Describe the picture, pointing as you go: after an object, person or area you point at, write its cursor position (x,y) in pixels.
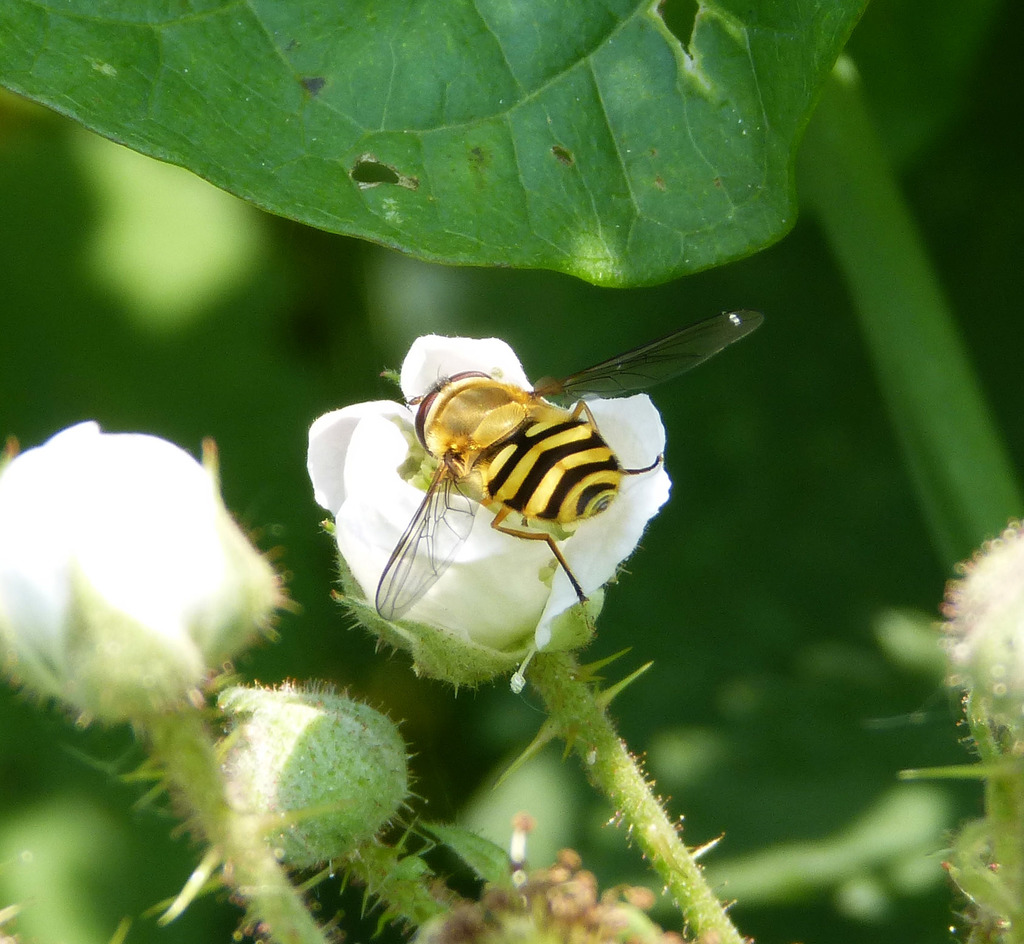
In this image we can see some white color flowers (203,609) and there is a hoverfly (495,469) on a flower (419,352), we can see the leaves (596,239) and the background (37,220) is blurred.
